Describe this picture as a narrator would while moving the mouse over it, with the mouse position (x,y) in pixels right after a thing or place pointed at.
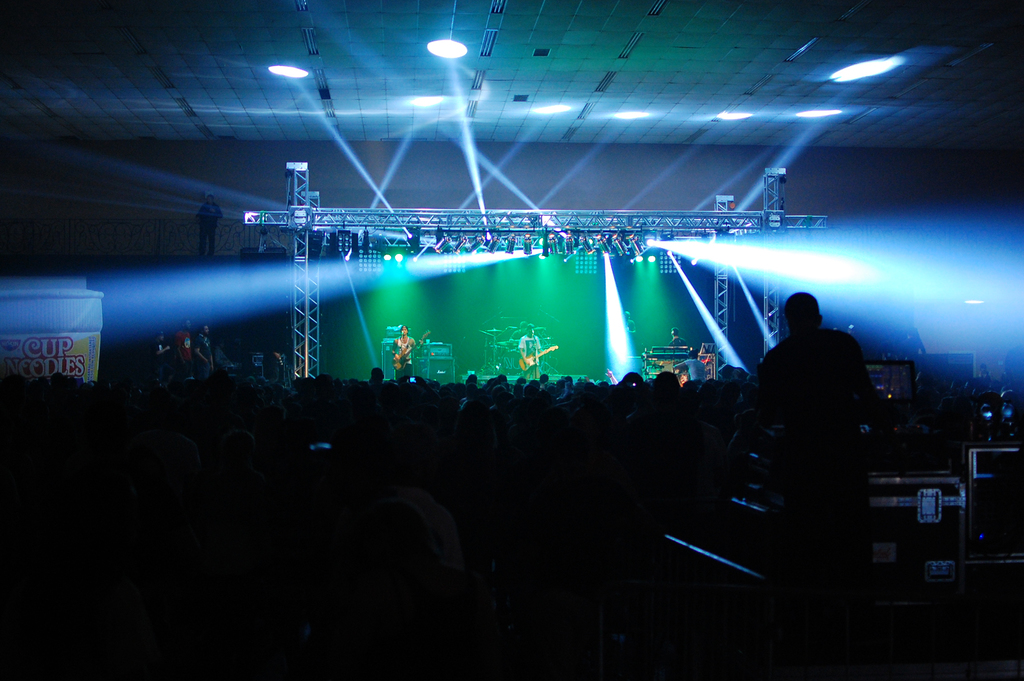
In the center of the image (535,350) we can see persons (398,348) performing on dais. At the bottom of the dais (498,357) we can see crowd (514,390). In the background (189,340) there are lights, persons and wall (382,145).
